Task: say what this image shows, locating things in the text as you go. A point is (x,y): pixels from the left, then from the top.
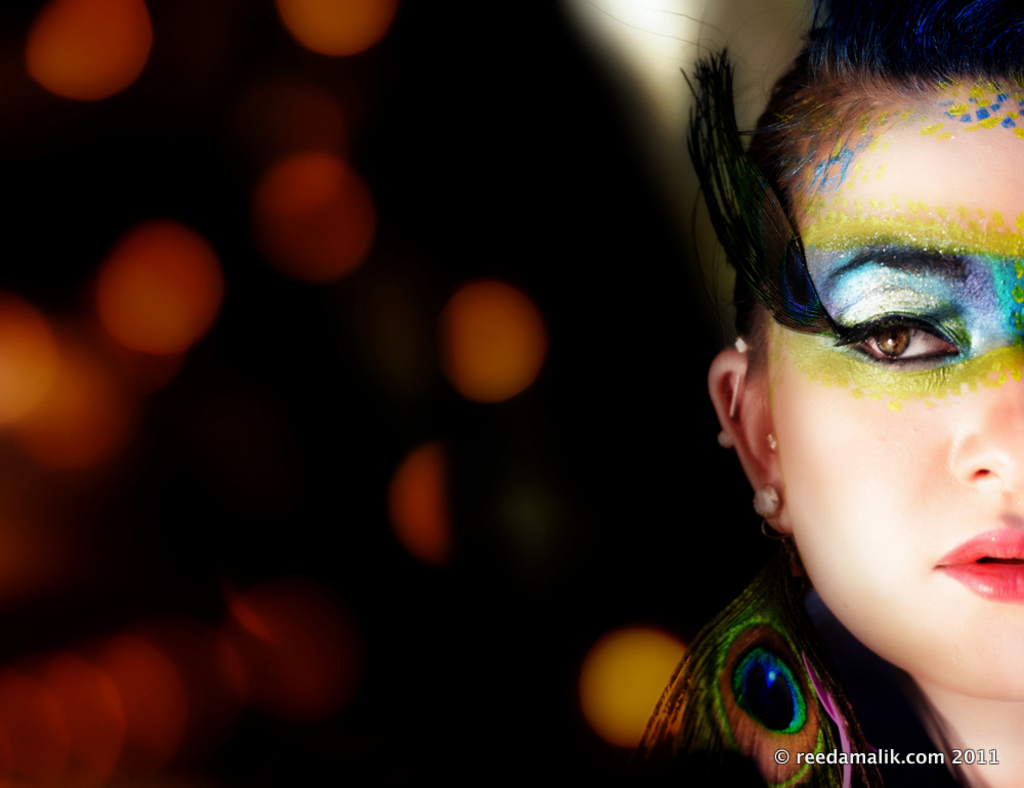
In this image, we can see a person head (861,395) on the blur background. There is a peacock feather (718,681) in the bottom right of the image (760,735).
